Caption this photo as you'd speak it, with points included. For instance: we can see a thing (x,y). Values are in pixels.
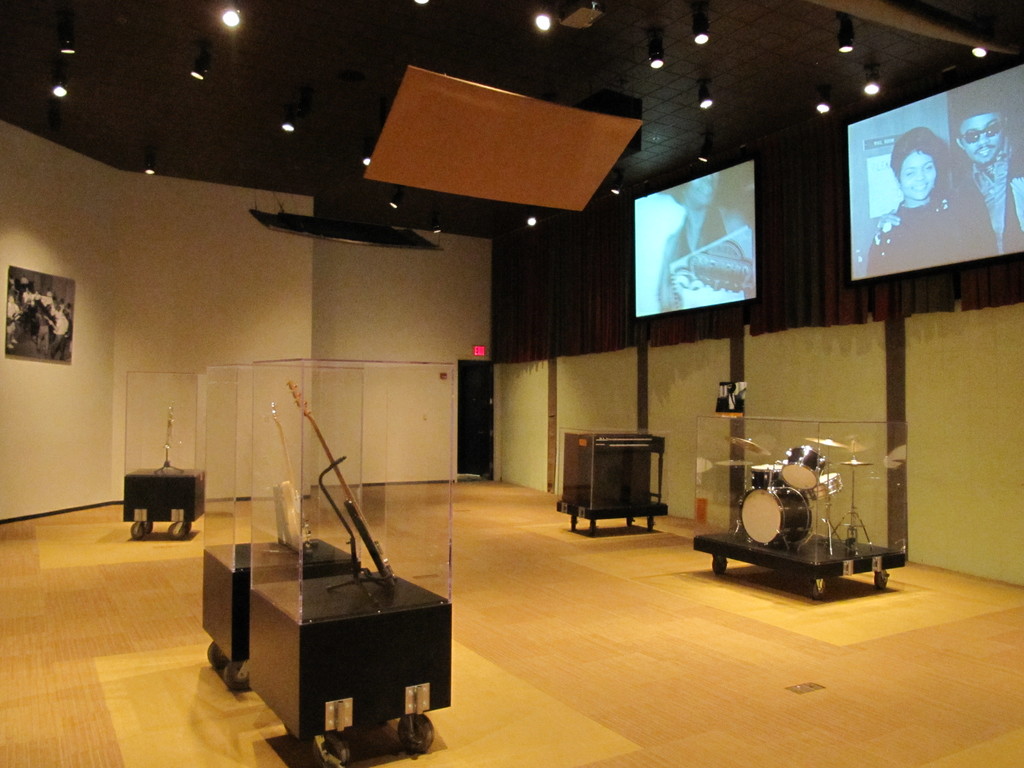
In this image we can see glass objects (267,504), musical instruments (387,560) and other objects (589,525). In the background of the image (544,286) there is a wall (351,296), screens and other objects (41,347). At the top of the image (305,107) there is the ceiling (359,44), lights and other objects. At the bottom of the image (576,661) there is the floor (596,744).
